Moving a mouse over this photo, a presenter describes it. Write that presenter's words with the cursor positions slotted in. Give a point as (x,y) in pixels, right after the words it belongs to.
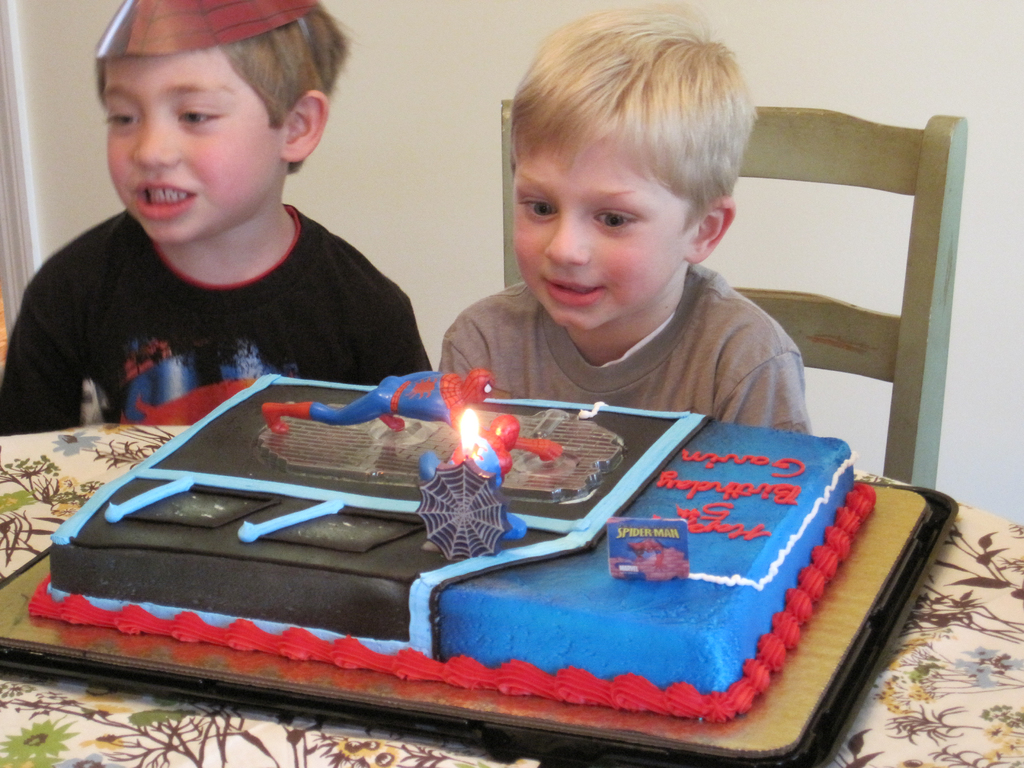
In this image we can see two children (636,306) are sitting on the chairs (808,297). Here we can see cake (665,659) on which we can see spider-man toys (431,372) and candle (466,487) is placed on the table (992,631). In the background (403,64), we can see the white color wall (1001,89).
